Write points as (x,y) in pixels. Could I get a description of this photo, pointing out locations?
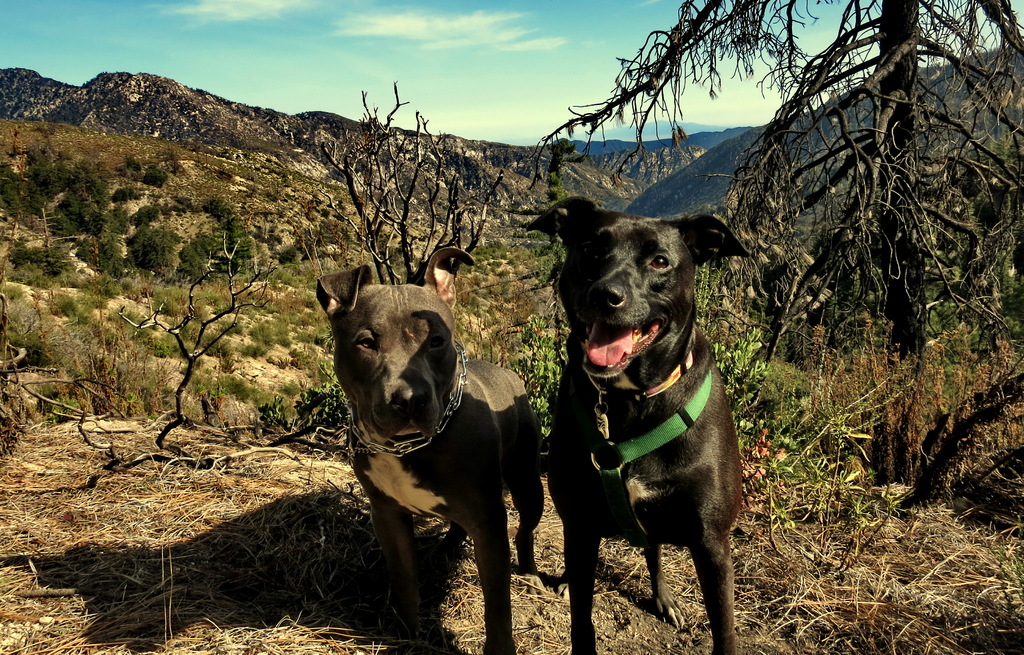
In this picture we can see two dogs (381,310) on the ground (537,555) and in the background (487,298) we can see trees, mountains (475,301) and the sky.
